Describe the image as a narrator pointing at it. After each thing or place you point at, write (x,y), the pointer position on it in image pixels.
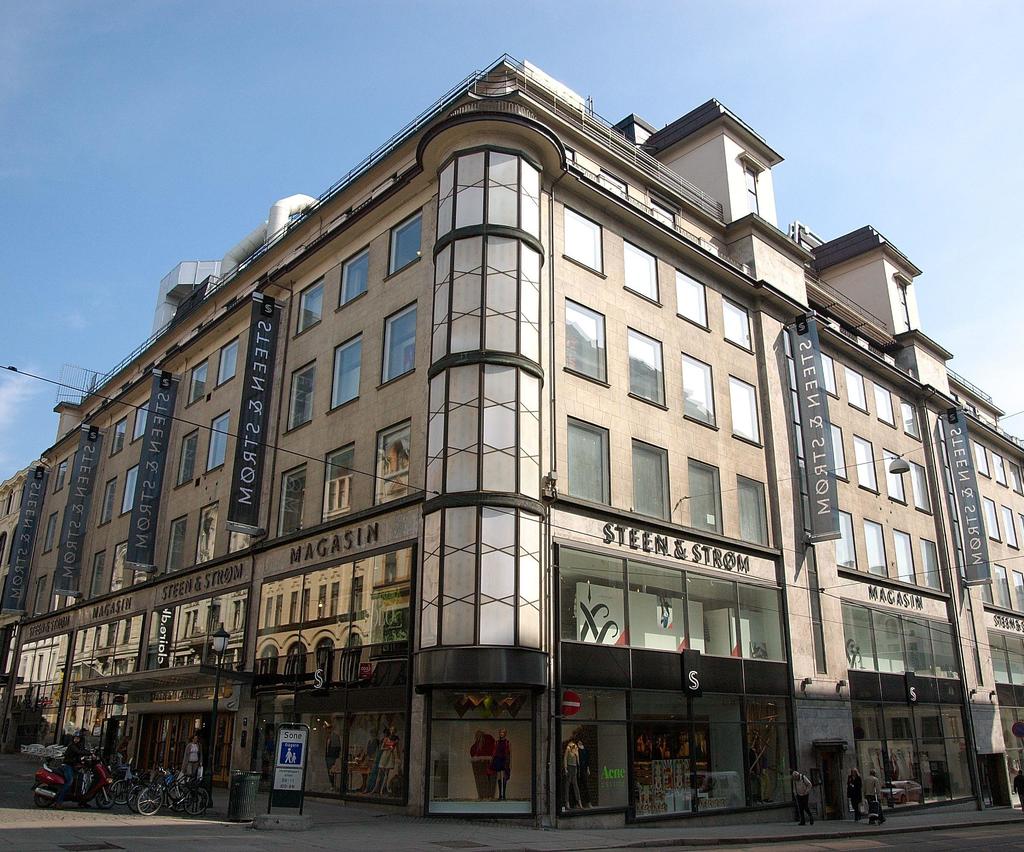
In this image there is a building (596,291) with the glass windows (465,386). At the top (311,60) there is sky (289,68). At the bottom (520,756) there are so many stores (719,742) under the building (696,762). Beside the building (734,718) there is a road (927,838). On the road (876,837) there are few vehicles (100,787) which are parked on the left side (129,787). On the footpath (738,829) there are few people (807,800) who are walking on it.
